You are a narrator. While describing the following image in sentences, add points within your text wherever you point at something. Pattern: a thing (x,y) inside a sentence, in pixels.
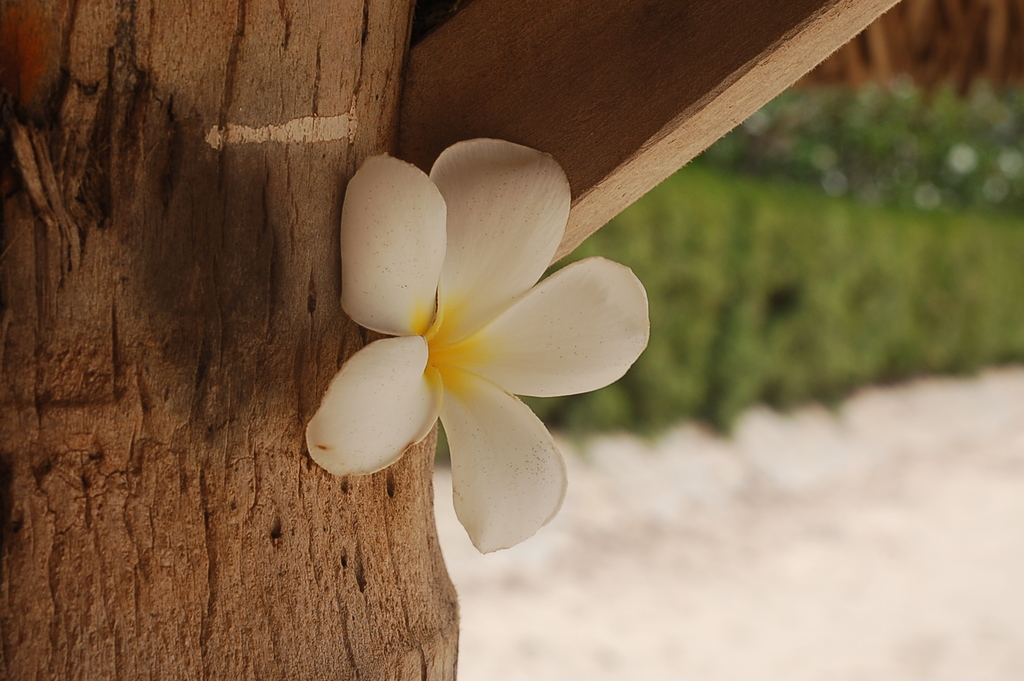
In this picture we can see a white flower (536,353) between a wooden log (238,177) and a plank (538,112).
